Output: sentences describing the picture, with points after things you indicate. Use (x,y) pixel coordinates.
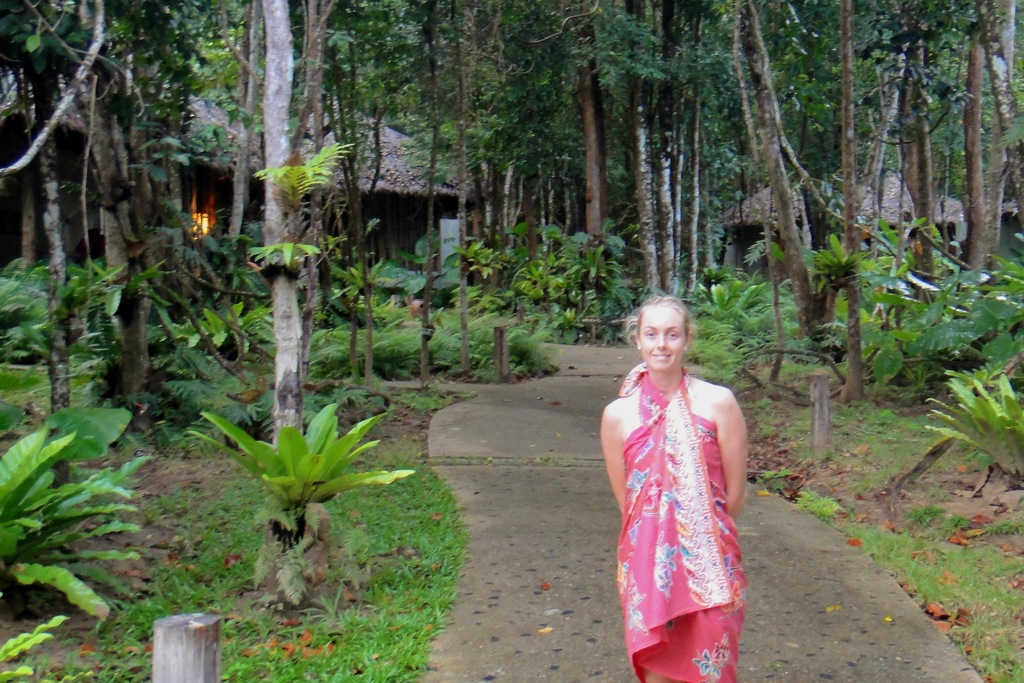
There is one girl (623,475) standing on the road (546,520) as we can see at the bottom of this image (620,496) and there are some trees (532,192) in the background (694,220).
